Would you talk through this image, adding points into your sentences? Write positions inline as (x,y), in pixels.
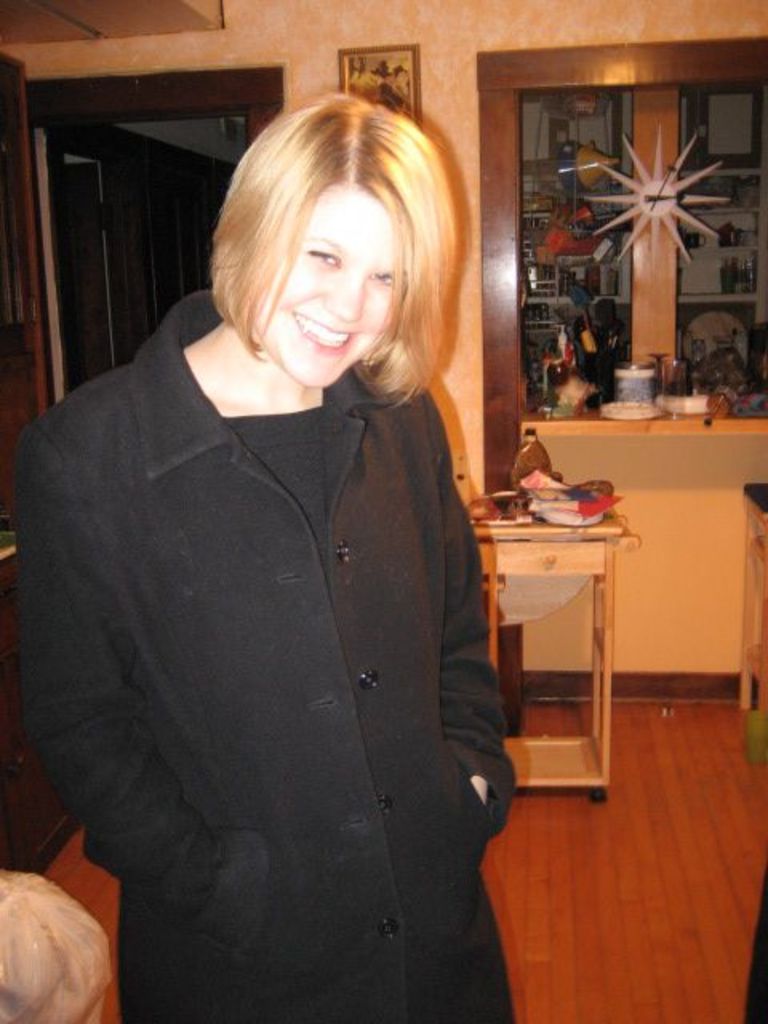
In the image we can see a women (149,507) back of her there is a door (194,114) and a photo frame (388,63) stick to the wall (409,11).
